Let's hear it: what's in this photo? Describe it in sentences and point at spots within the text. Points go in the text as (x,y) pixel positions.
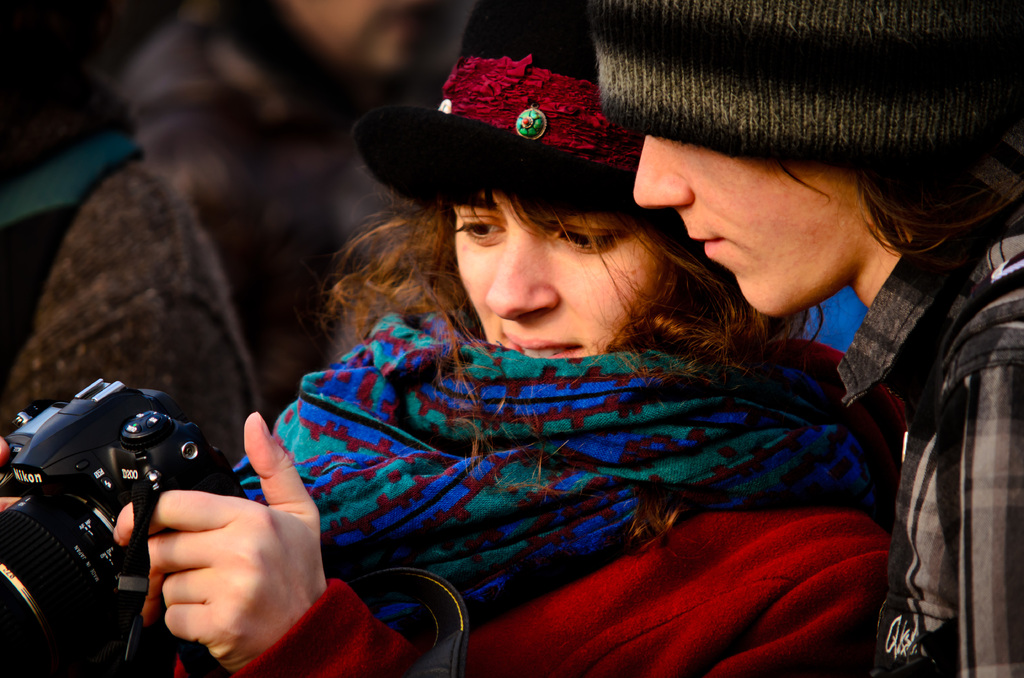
In this picture we can see man (893,382) and women (474,368) wore scarf (492,384), caps (514,157) where woman (433,440) is holding camera (84,433) in her hand (222,599) and both are looking at camera (133,416) and in background (167,258) it is blurry.
